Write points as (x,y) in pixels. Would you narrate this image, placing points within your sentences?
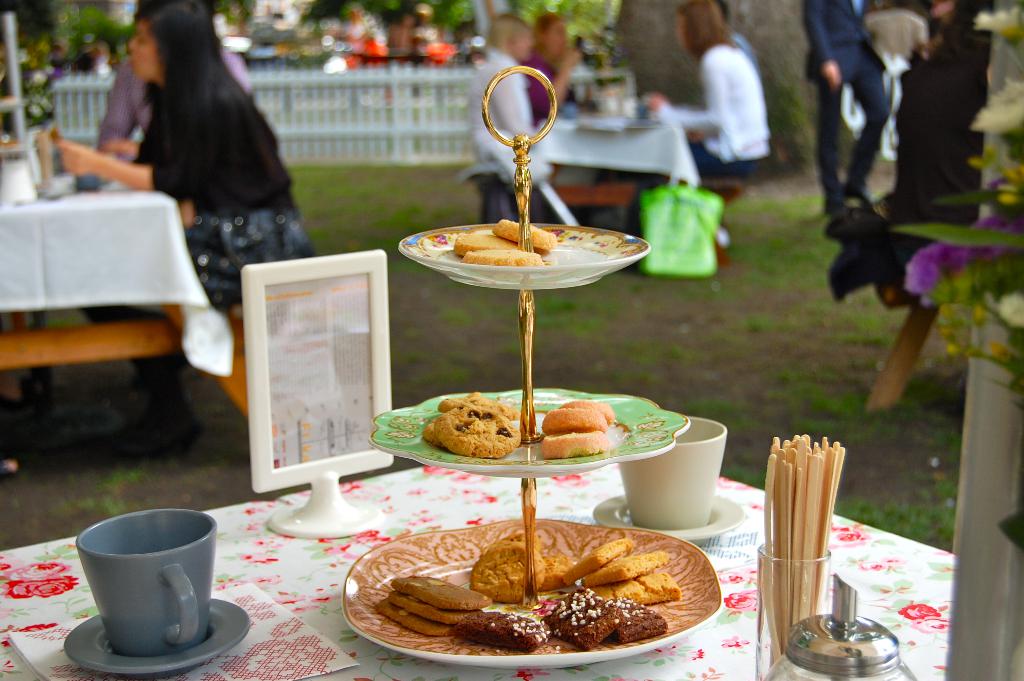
In this image consist of a group of persons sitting around the table (239,395) and in front of the image there is a table (308,581), on the table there are the food items (548,561) kept on the table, on the right corner (857,82) i can see a person (878,120) walking on the ground (800,249).
